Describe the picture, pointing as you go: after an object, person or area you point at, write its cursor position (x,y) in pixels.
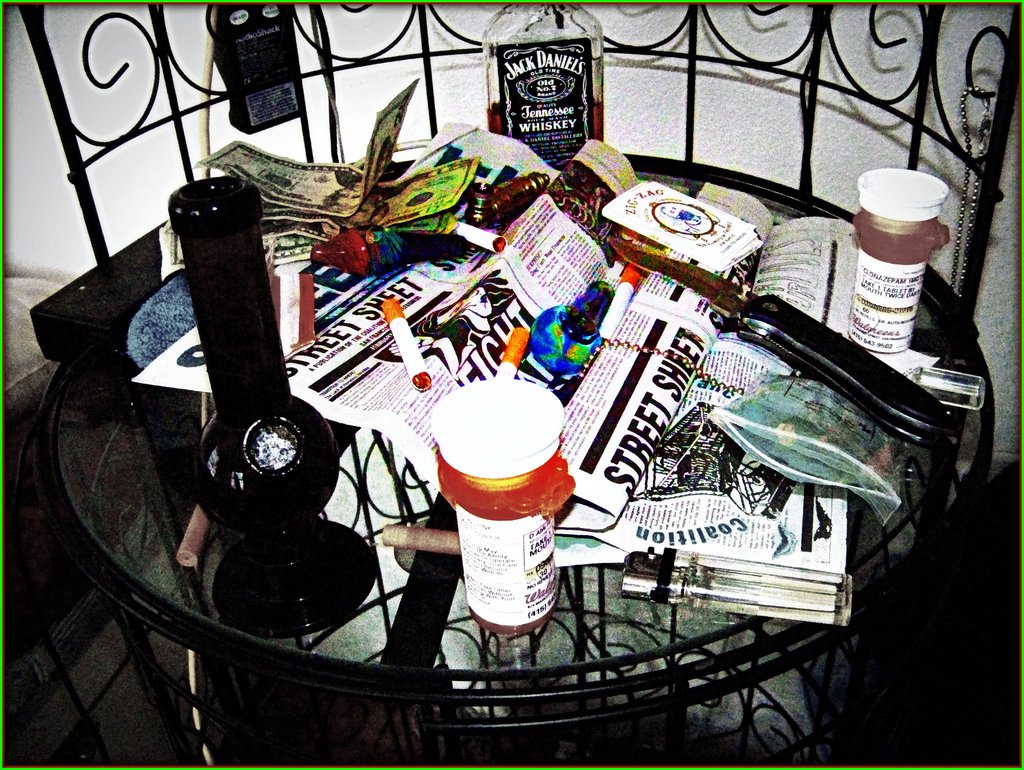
In this image we can see a table (399,479) containing a bottle (517,501), pot (286,441), cigarettes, papers (604,470), chain (585,371), cover (764,451), knife (733,321), glass (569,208) and some dollars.
